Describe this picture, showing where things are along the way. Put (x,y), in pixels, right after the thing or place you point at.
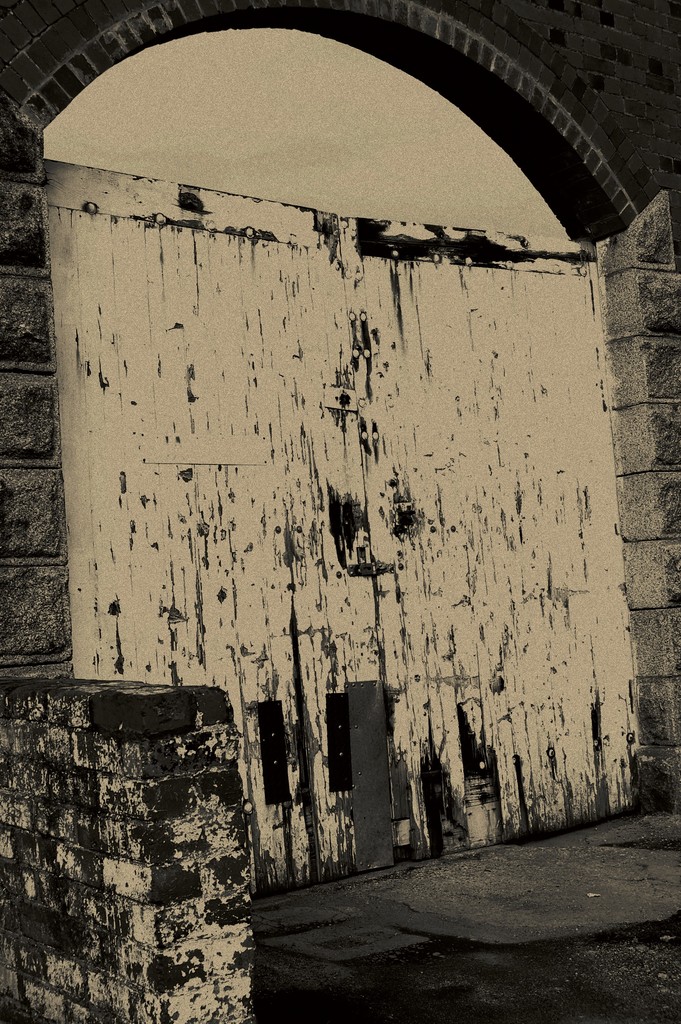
In this image there is a wall (38,419) having a door (395,518).
